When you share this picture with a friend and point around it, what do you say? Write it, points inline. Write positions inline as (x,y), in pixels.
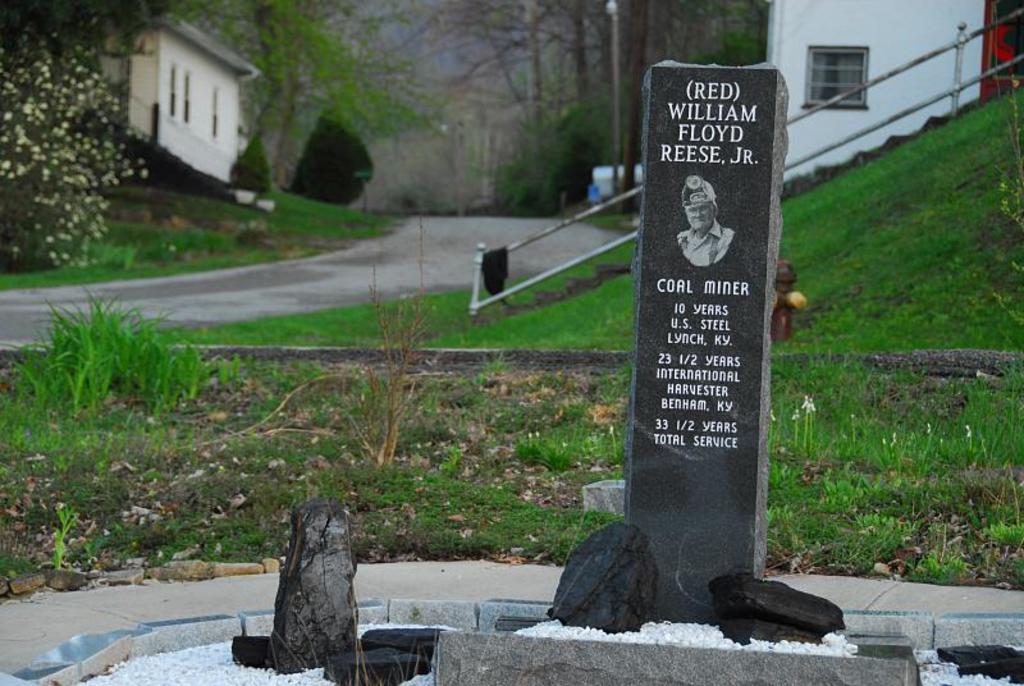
In this image I can see a tombstone (709,396) which is black in color and in the background (513,377) I can see some grass (465,504), the railing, few stairs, a fire hydrant (787,274) and a plant (374,407). I can see the road (330,258), few trees (270,103), few buildings (791,58) and the hill (476,73) in the background (406,70).
